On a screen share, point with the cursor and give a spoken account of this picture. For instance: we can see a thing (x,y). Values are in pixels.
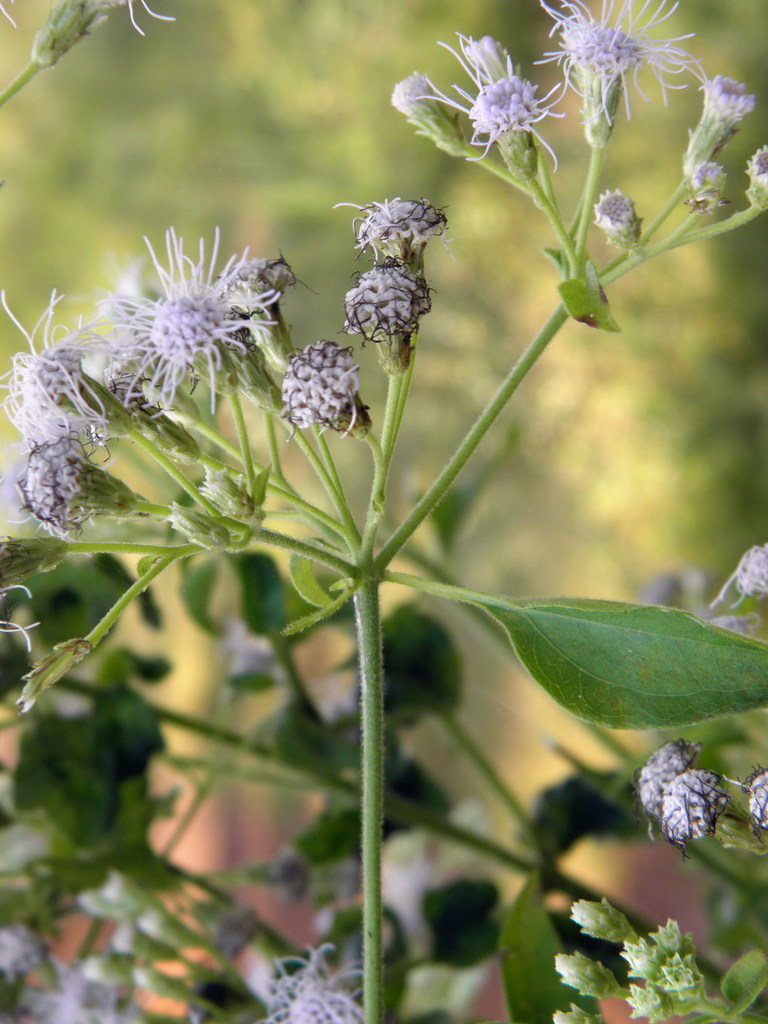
This image consists of a plant (658,967) along with flowers (369,335) and green leaves (423,785). And the background (24,236) is blurred.
